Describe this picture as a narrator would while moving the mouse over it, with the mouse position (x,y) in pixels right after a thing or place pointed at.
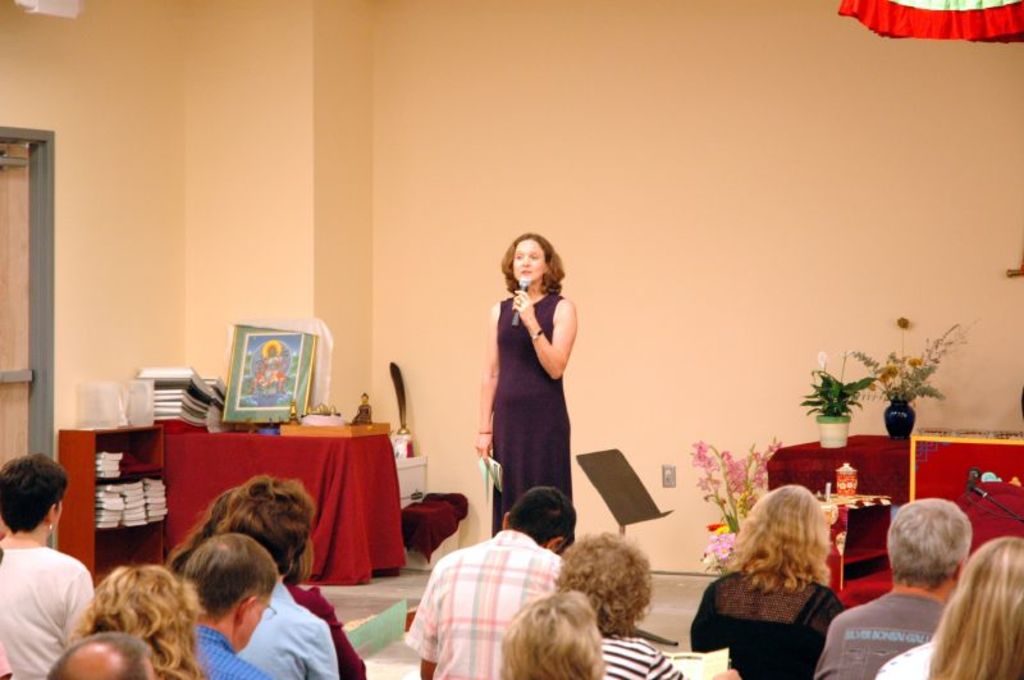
In this image we can see a woman (527,252) holding a microphone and we can also see a photo frame (263,379), racks (105,482) filled with books (114,467), flower pots (880,378), wall (480,194), curtains (386,499) and we can also see some people (582,597) sitting.
